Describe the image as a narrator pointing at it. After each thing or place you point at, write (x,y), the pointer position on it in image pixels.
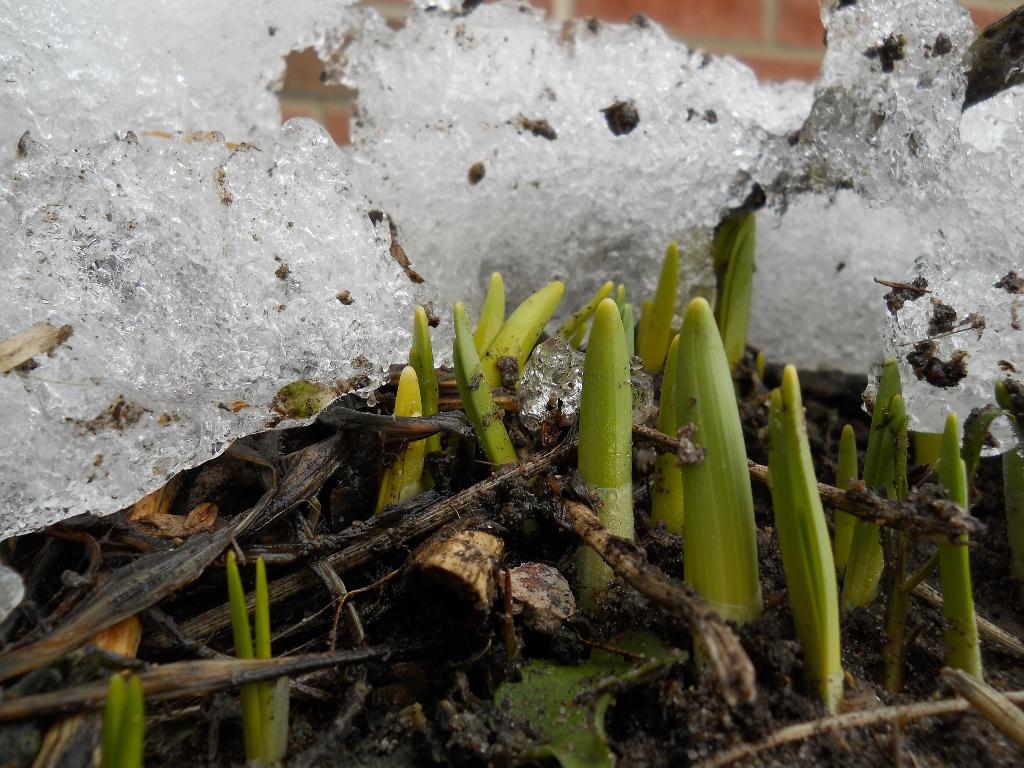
In this image we can see a wall (736,51). We can see few plants (604,574) in the image. We can see the ice (562,176) in the image.
